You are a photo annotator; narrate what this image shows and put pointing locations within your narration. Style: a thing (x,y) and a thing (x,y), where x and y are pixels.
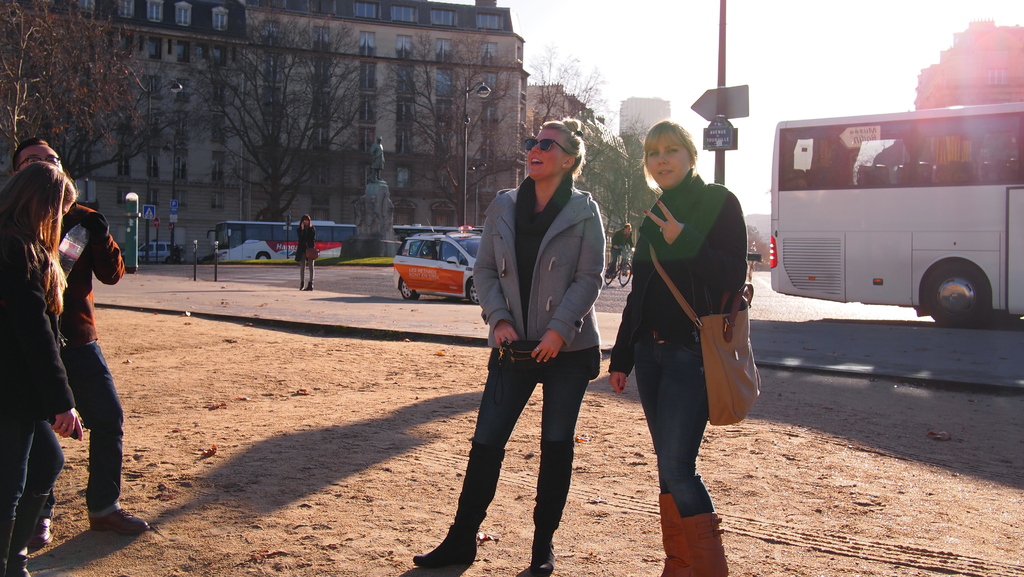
In this picture we can see group of people (593,276), and few vehicles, in the background (337,194) we can find few trees (276,134), poles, sign boards (747,91), statue (366,246) and buildings (412,45).
